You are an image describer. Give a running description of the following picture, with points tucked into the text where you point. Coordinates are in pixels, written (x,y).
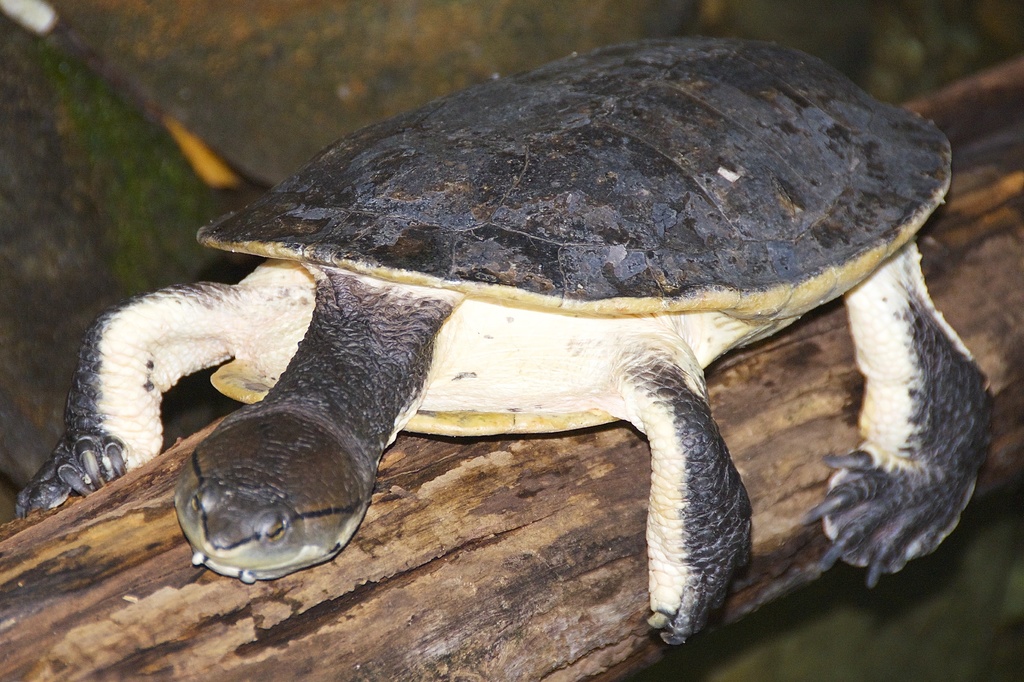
In this picture there is a tortoise (293,204) in the center of the image (666,245), on the log (1009,143) and there is greenery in the background area of the image (198,212).
